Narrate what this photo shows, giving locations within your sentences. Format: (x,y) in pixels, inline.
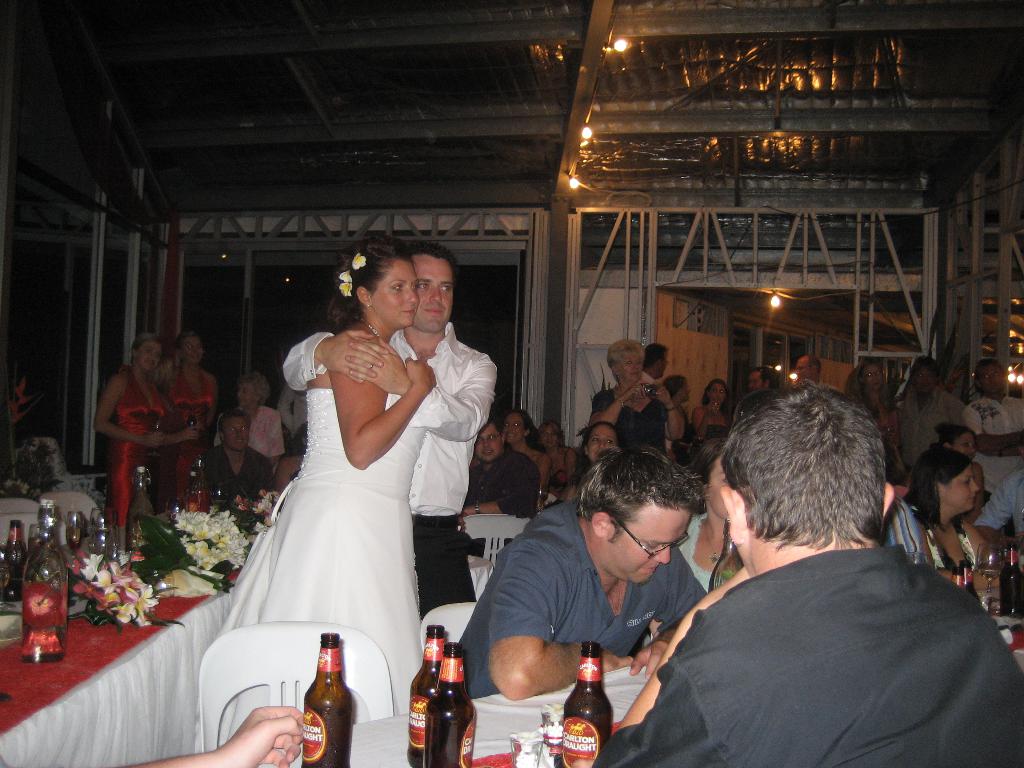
In this image in the front (824,511) there are persons (755,540) sitting and there are bottles (573,730) on the table (506,732). In the center (359,491) there are persons (359,419) standing and hugging each other and there is a table (194,604) and on the table (183,610) there are bottles (40,573), flowers (182,553). In the background (627,406) there are persons (627,406) standing and sitting, there are lights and there is glass (285,291) on the doors (87,303).
